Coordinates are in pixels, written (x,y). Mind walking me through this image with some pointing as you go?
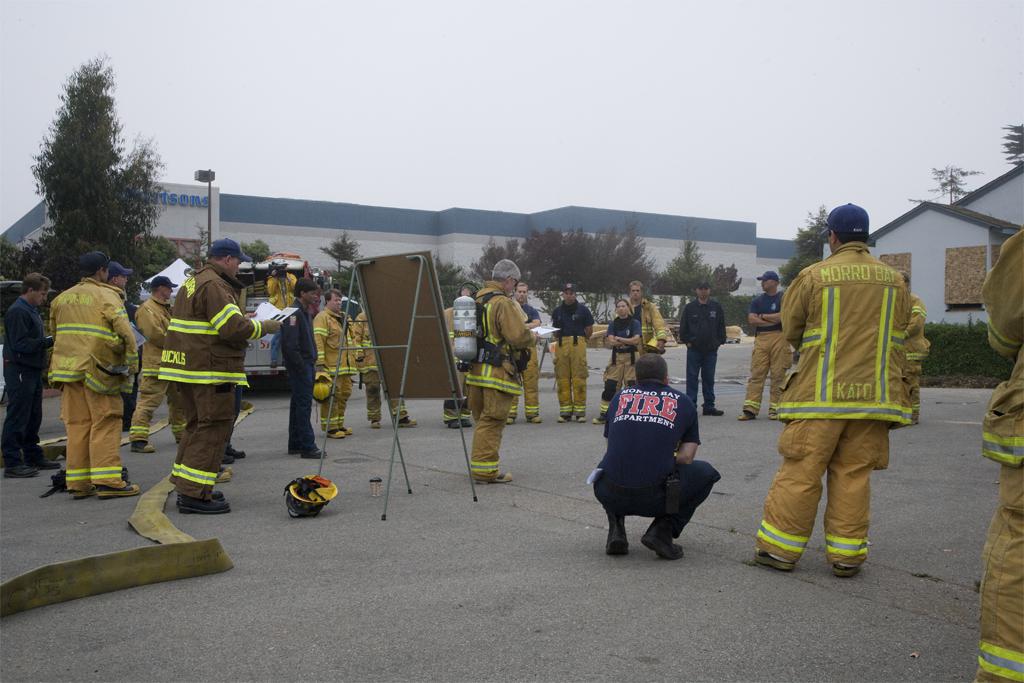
There are groups of people (191,308) standing. This looks like a board (420,325) with a stand (392,454). I can see a helmet (309,504), which is placed on the ground (341,534). These are the buildings (508,232) and the trees (683,266). I can see the bushes (944,333). This looks like a pipe (162,513). Here is the sky (653,53). I can see a person (633,479) sitting in squat position.
